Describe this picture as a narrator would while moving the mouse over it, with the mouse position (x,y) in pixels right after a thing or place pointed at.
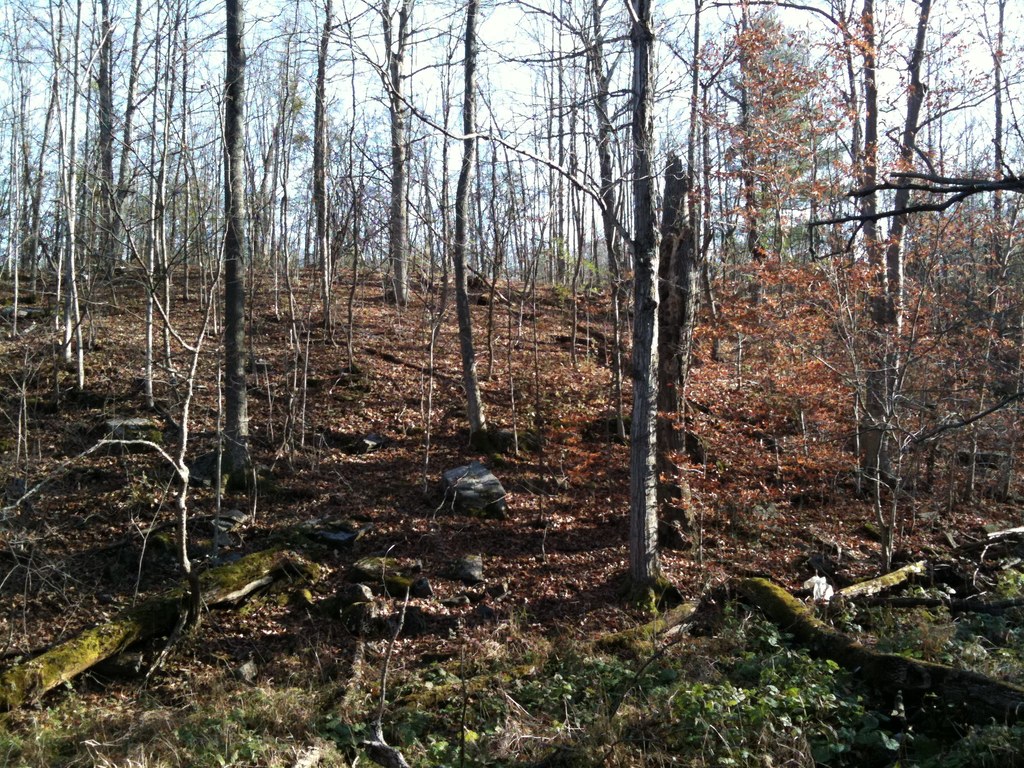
In this picture I can see many trees (237,434), plants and grass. At the top (486,19) there is a sky (492,32).
